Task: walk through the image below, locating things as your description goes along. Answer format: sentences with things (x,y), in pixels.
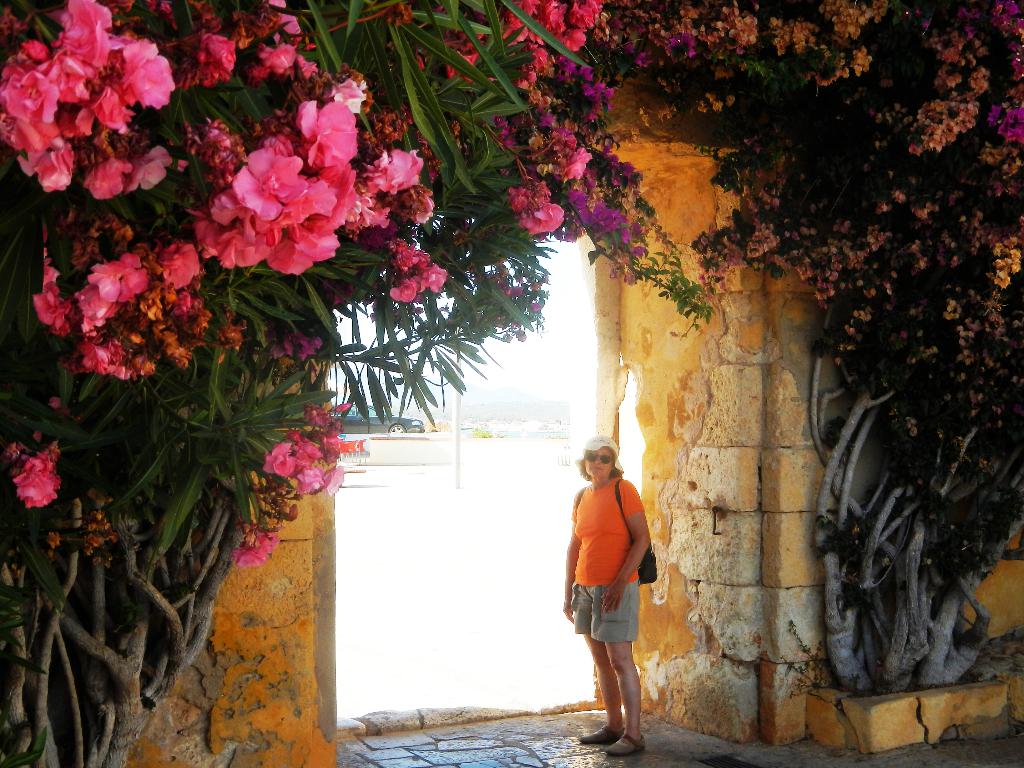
In this picture there is a woman (591,614) standing and carrying a bag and we can see flowers (92,526), trees (307,366) and wall (770,340). In the background of the image (377,422) we can see pole (460,461) and car (418,423).
